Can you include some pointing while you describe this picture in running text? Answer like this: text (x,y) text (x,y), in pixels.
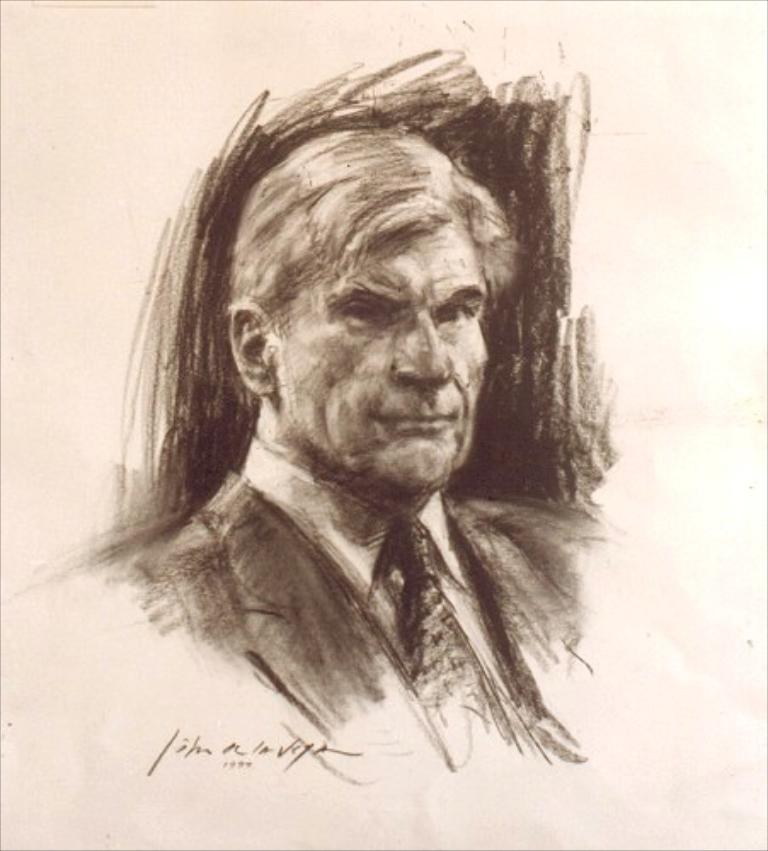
In this image we can see a sketch (353,470). In the center of the paper (383,732) we can see a sketch (373,571) of a man (424,483). At the bottom (212,760) there is a text (271,766).
